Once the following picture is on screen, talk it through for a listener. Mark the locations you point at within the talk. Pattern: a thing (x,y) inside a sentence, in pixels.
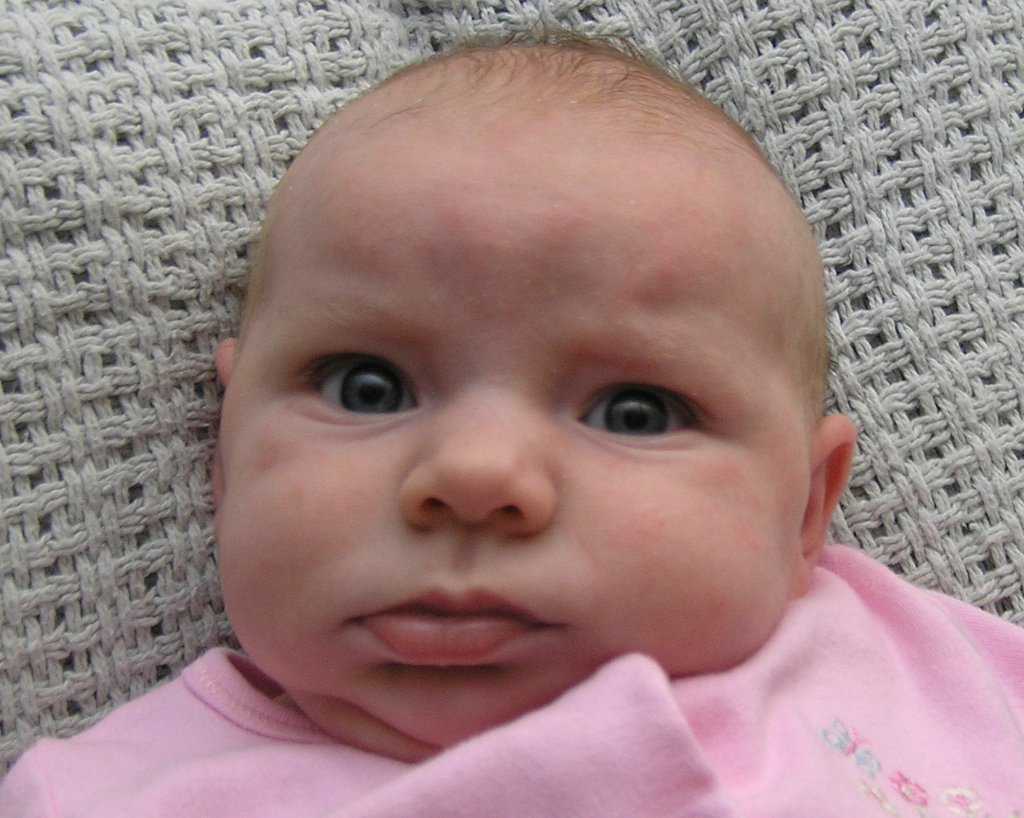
In this image I can see a baby (280,408) and I can see this baby (194,732) is wearing pink colour cloth (782,717). I can also see a cloth (383,64) under the baby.
